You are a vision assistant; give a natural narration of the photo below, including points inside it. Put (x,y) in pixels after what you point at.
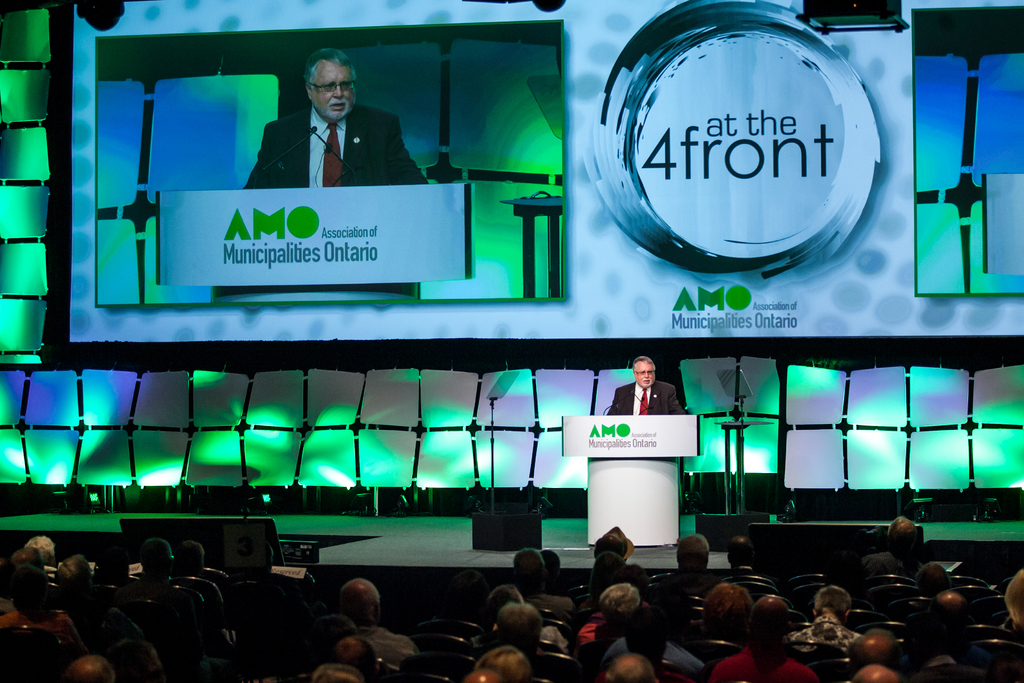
There are group of people (876,679) sitting on chairs (153,617) and this man (674,388) standing on stage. We can see podium (671,423). In the background (548,289) we can see screen (296,142).
